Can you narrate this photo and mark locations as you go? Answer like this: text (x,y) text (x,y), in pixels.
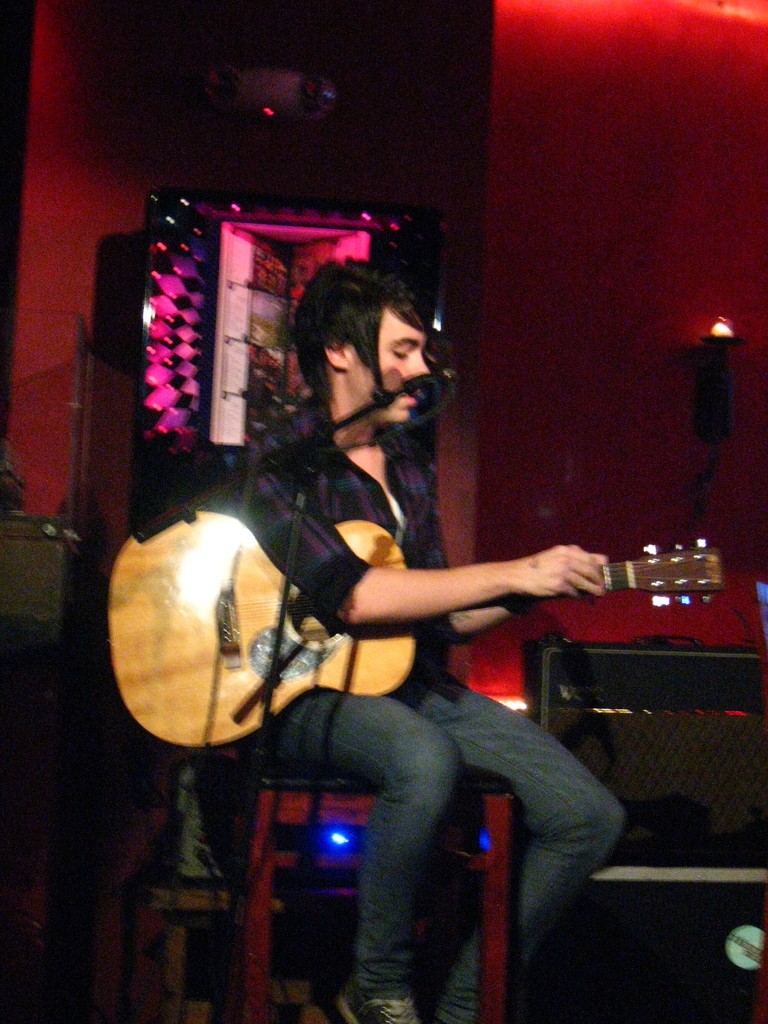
As we can see in the image there is a man (426,461) sitting on chair (263,820) and holding guitar (350,642). In front of him there is a mic (396,397).
